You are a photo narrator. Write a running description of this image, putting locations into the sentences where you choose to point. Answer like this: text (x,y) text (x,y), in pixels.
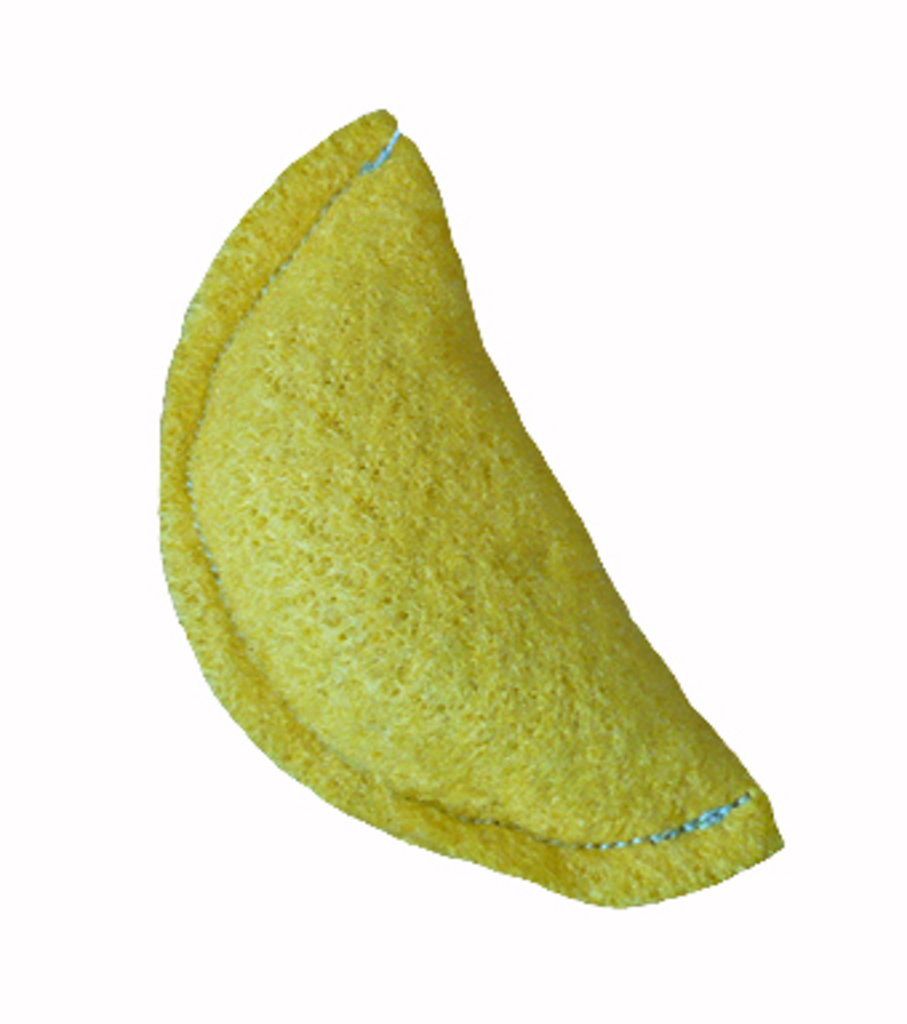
In the center of the image (382,521) we can see an object (505,642) which is in yellow color.
